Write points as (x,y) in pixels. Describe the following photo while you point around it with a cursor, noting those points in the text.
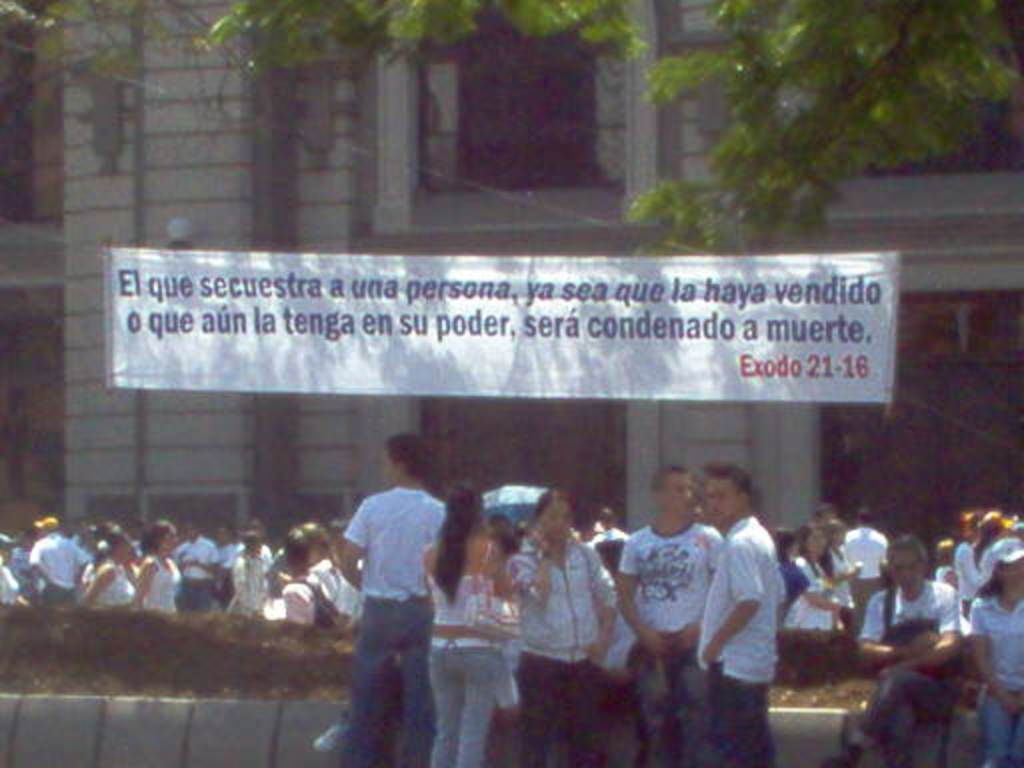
In this image we can see people (413,611) sitting on the wall (499,727) and some are standing on the road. In the background (763,273) we can see an advertisement (360,283) hanged to the building (407,222) and tree (774,116).
